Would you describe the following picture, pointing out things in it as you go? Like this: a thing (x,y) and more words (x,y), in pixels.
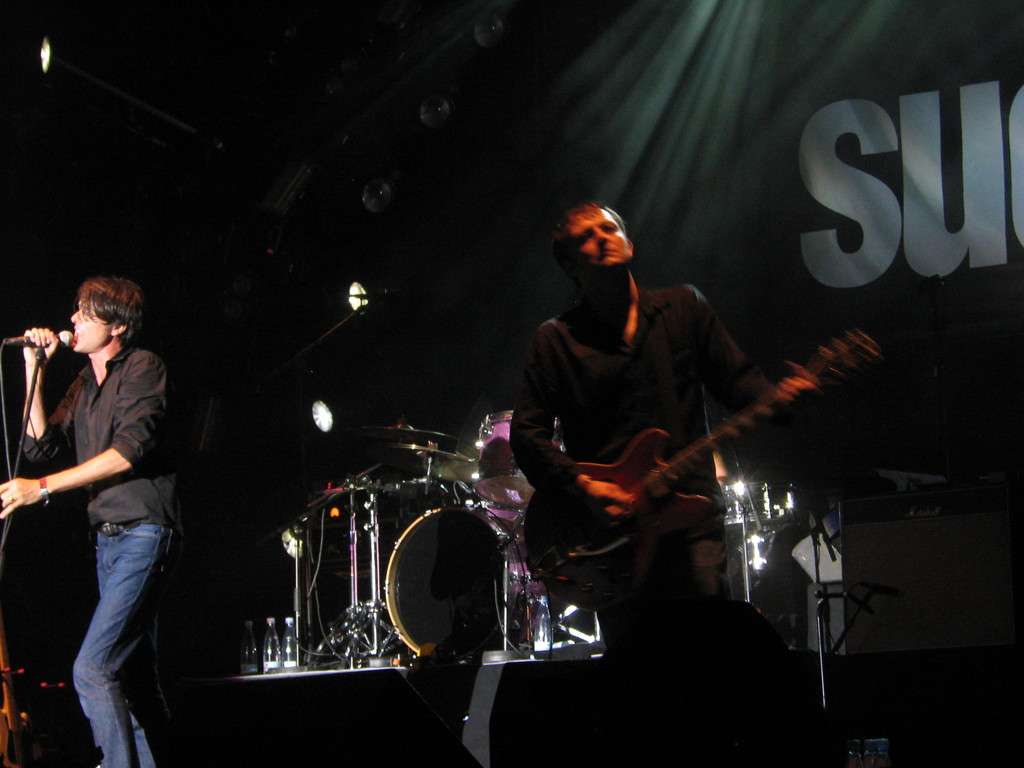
As we can see in the image there is a cloth (627,92) and two people (123,609) standing over here. The man (122,469) who is standing on the left side (99,478) is holding mic (64,338) and singing a song and the man (637,335) on the right side (691,509) is holding guitar (634,512) and in the middle (428,471) there are musical drums (402,562).
